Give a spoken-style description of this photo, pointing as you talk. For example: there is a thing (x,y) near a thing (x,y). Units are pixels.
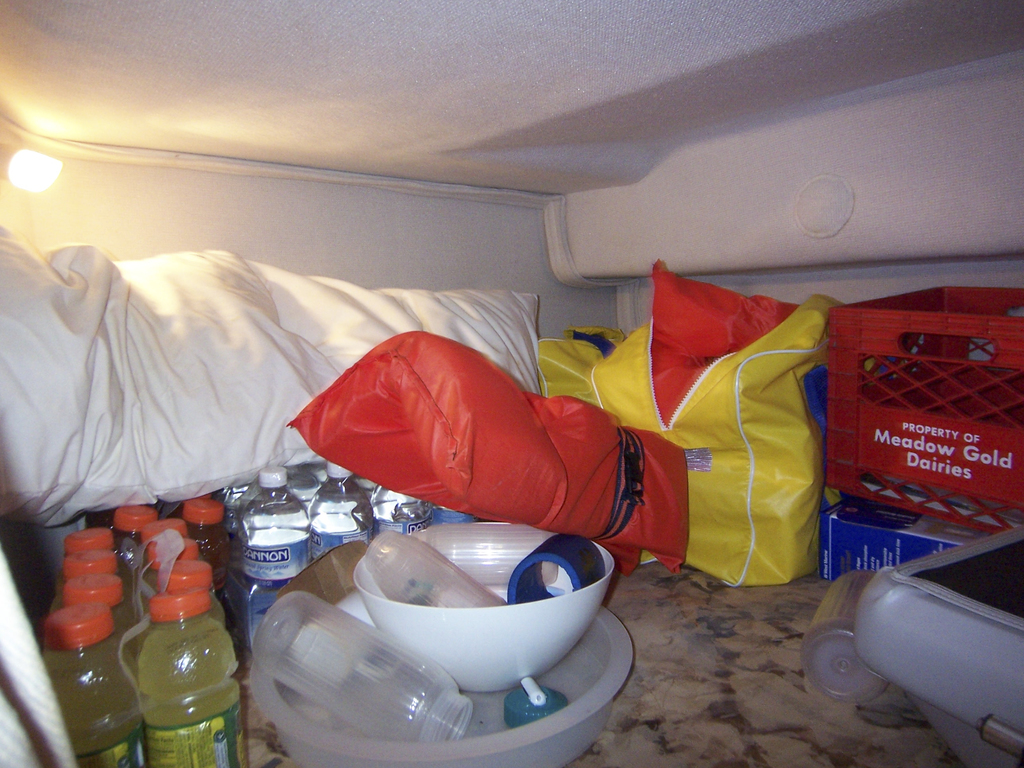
This is a picture taken from inside view of a room (409,266). There are the some luggage bags (534,440) kept on the floor (700,593) and there are bottles (62,651) filled with a drink (168,707) kept on the floor (685,598) and there are some bowls (453,624), on the bowls (497,614) there are some plastic bottles (349,686) kept on the floor (637,701). And left side (17,175) corner there light (35,153) slightly visible and right side (901,474) corner empty boxes (897,460) kept on the floor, on the empty boxes (980,448) some text (919,456) written on that and box (894,441) color is red.
